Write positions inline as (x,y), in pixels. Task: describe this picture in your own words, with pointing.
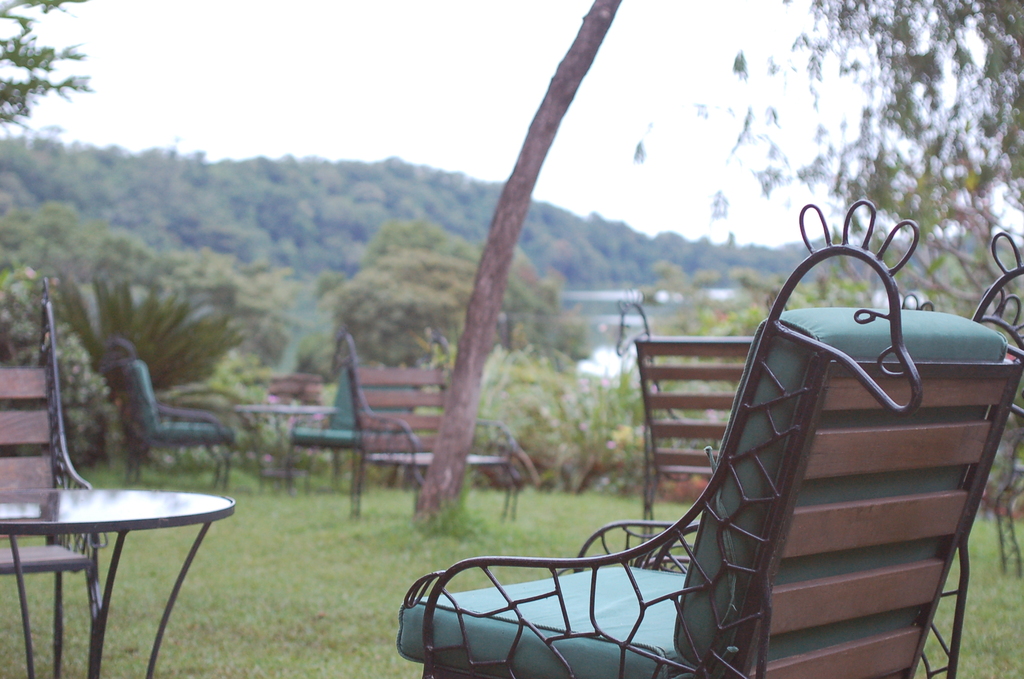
In the foreground of this image (743,504), there are chairs (79,550) and the table (136,527). In the background (429,471), there is a tree trunk (455,474), few chairs (400,426), table (320,411), few plants (503,408) and the trees (386,301) and also there are trees (350,200) and the sky (349,65).
